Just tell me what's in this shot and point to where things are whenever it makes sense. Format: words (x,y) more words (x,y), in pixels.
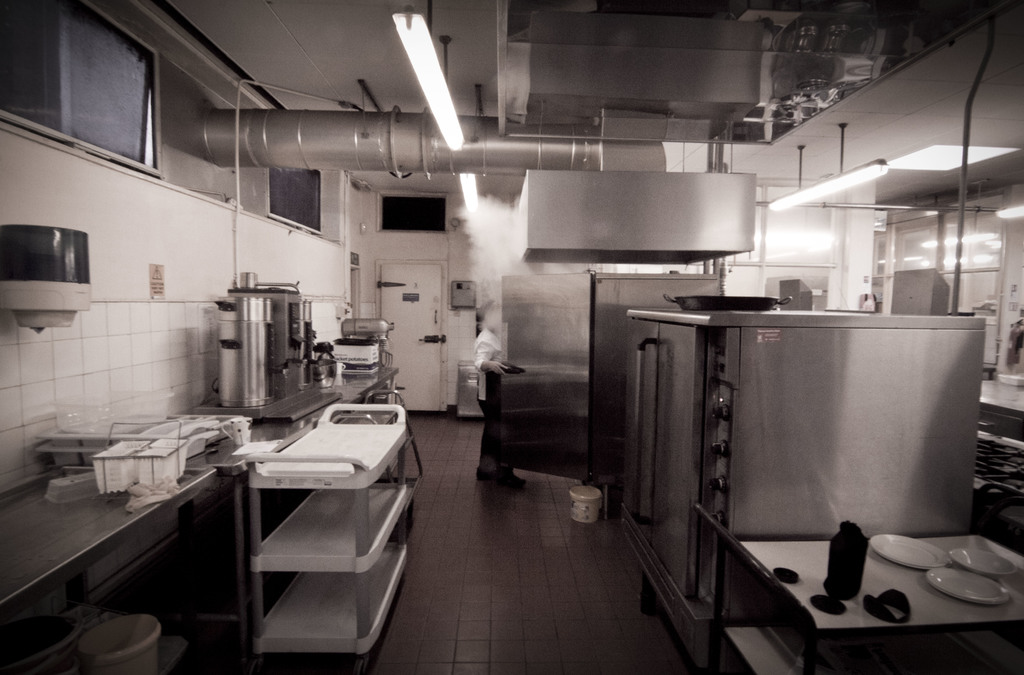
In this picture on the right side (805,479) there are some containers (763,412), tables (924,580). On the tables (929,595) there are some plates (950,580) and also there are some lights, wall (1007,299), glass windows (917,237). On the left side (20,543) there is a table (381,377), on the table (80,546) there are some machines (233,377), baskets (128,468), trays (168,430) and tables (269,431) and buckets (151,623) and in the center (488,334) there is one person (486,390) who is standing and he is opening a door (510,303). And on the top (444,98) there is a light (424,63) and one pipe (232,128) and ceiling (491,55) in the center (435,320) there is one door (428,373), and also we could see some windows (285,196). At the bottom (465,580) there is a floor (535,618).
